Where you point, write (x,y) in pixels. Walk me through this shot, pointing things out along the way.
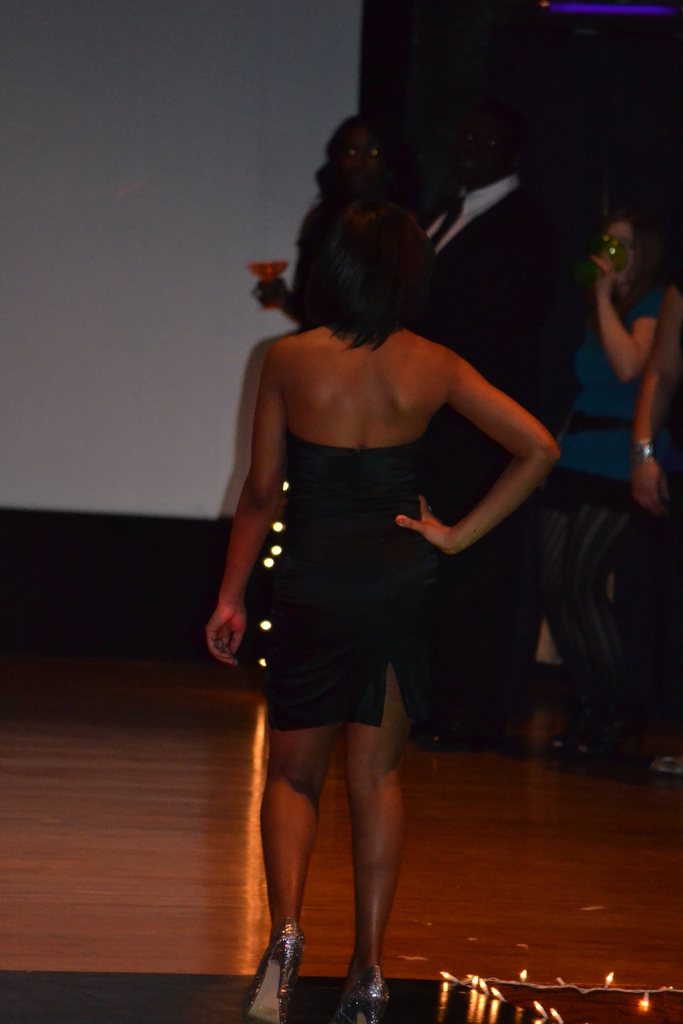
In the foreground of this picture (290,708), there is a woman (339,695) standing on the floor (389,966) and we can also see the lights (500,999) on the floor (519,1016). In the background (632,455), there are few persons (524,265) standing and a black and white background (429,58).
